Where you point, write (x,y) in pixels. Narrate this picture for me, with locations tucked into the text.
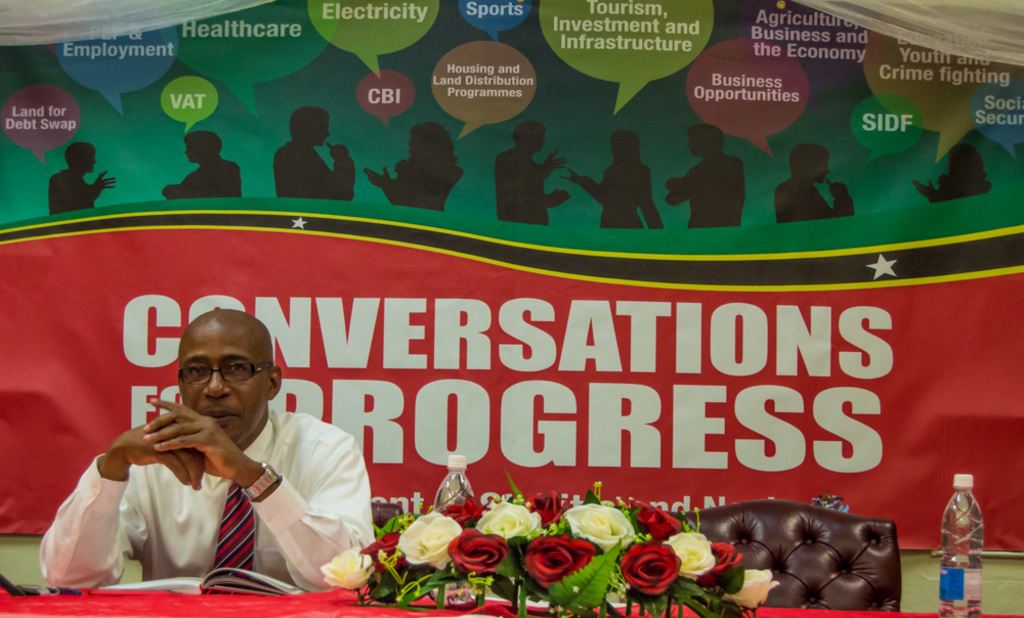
In the image there is a bald headed man (238,396) in white shirt (312,499) sitting in front of table (27,605) with books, flowers (539,564), water bottles (959,593) on it and behind him there is a banner (99,80) on the wall (933,563).
